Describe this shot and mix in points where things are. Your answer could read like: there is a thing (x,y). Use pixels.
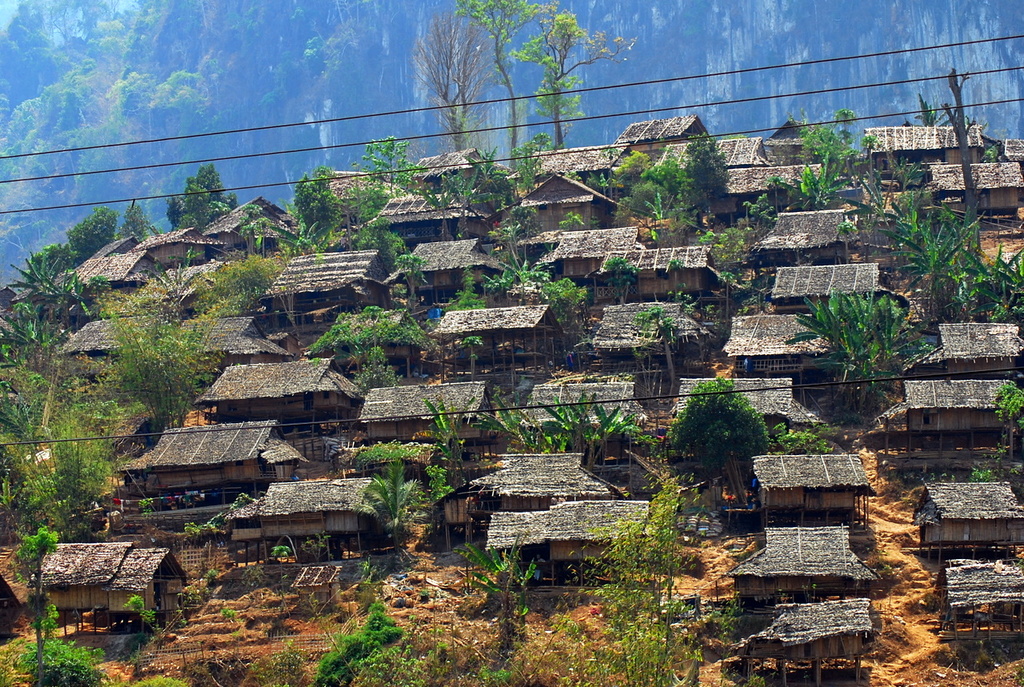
In this picture we can see houses (292,340), trees (658,637) and fences (1003,632). In the background of the image (217,119) we can see hill (144,22) and trees (16,186).
